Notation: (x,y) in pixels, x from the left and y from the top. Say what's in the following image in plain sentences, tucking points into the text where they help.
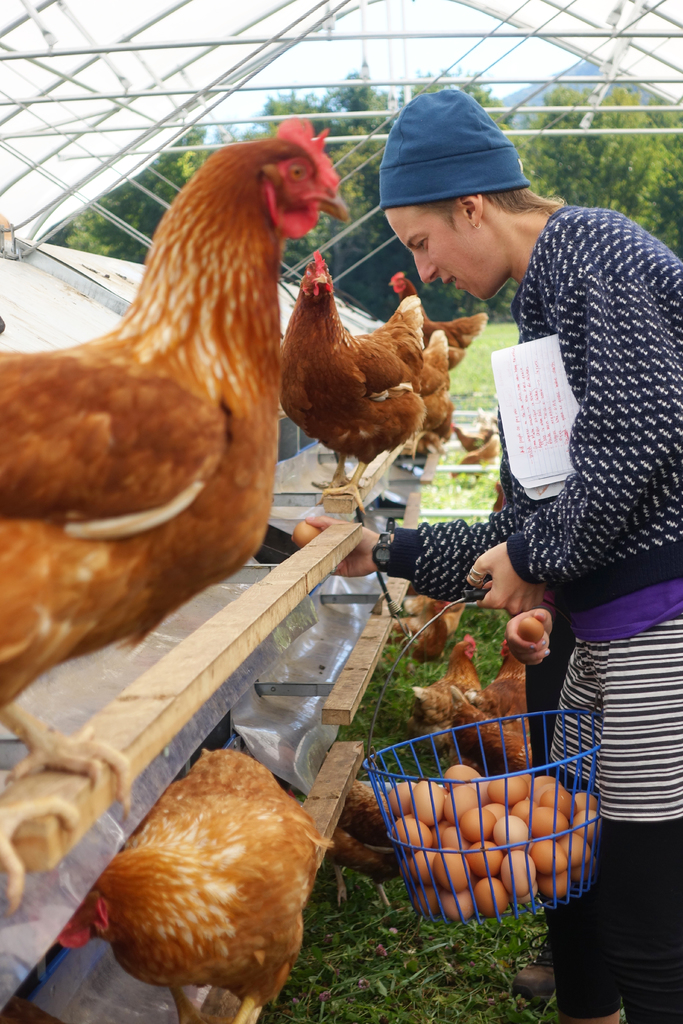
On the right side of the picture (639,551) there is a person (590,514) collecting eggs (523,633), On the left (186,513) there are hens (254,492). At the bottom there is grass (454,400). At the top (412,32) it is ceiling (40,82) with iron frames (610,77). In the background (612,159) there are trees (624,169).
